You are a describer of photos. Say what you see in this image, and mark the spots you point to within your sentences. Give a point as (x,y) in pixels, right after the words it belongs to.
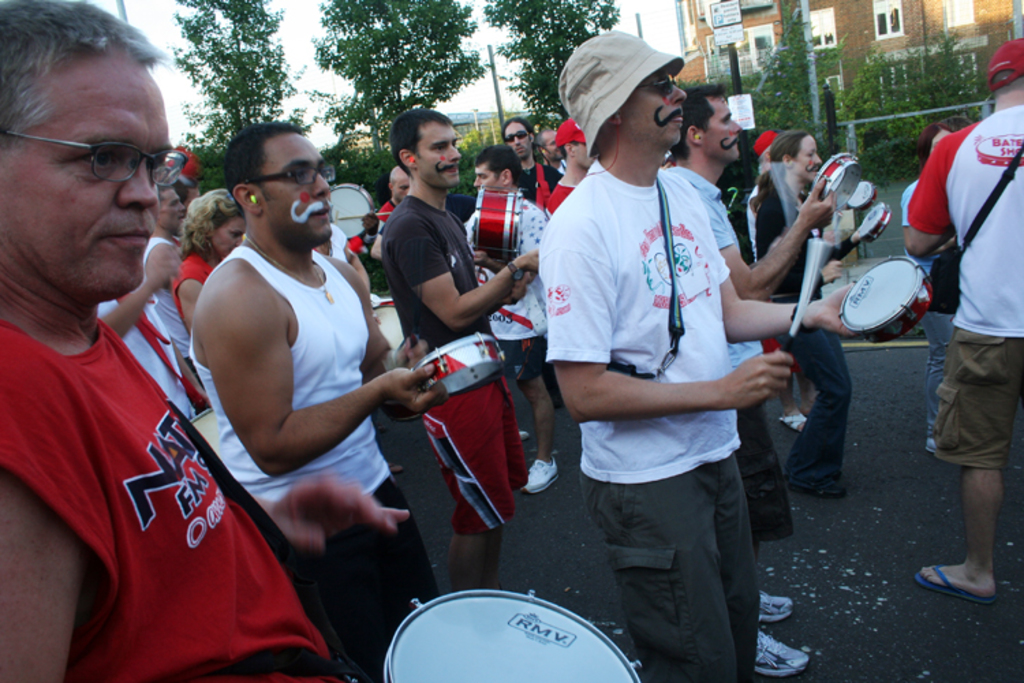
In this image I can see number of people (465,227) are standing and holding musical instruments (433,648). I can see few of them are wearing specs (326,172) and caps (592,129). In the background (421,52) I can see number of trees (233,64) and a building (876,12).
